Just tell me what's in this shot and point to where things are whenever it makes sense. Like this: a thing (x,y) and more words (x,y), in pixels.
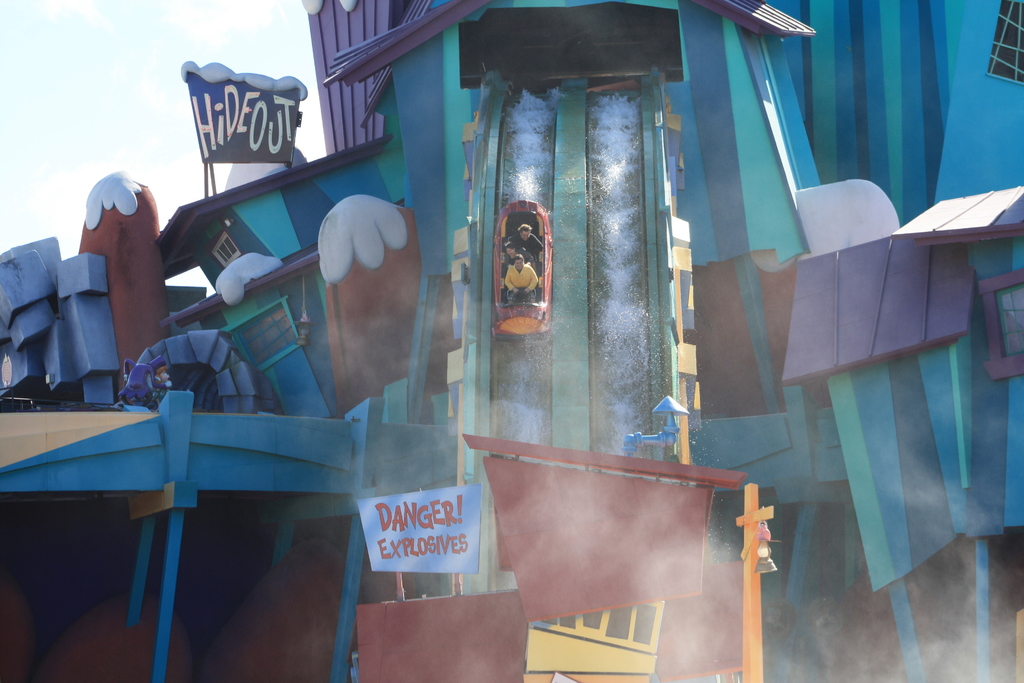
In this image I can see a water slide (547,197). I can also see two persons (520,233) sitting in the boat (534,205). Background I can see sky (100,100) in white color.
